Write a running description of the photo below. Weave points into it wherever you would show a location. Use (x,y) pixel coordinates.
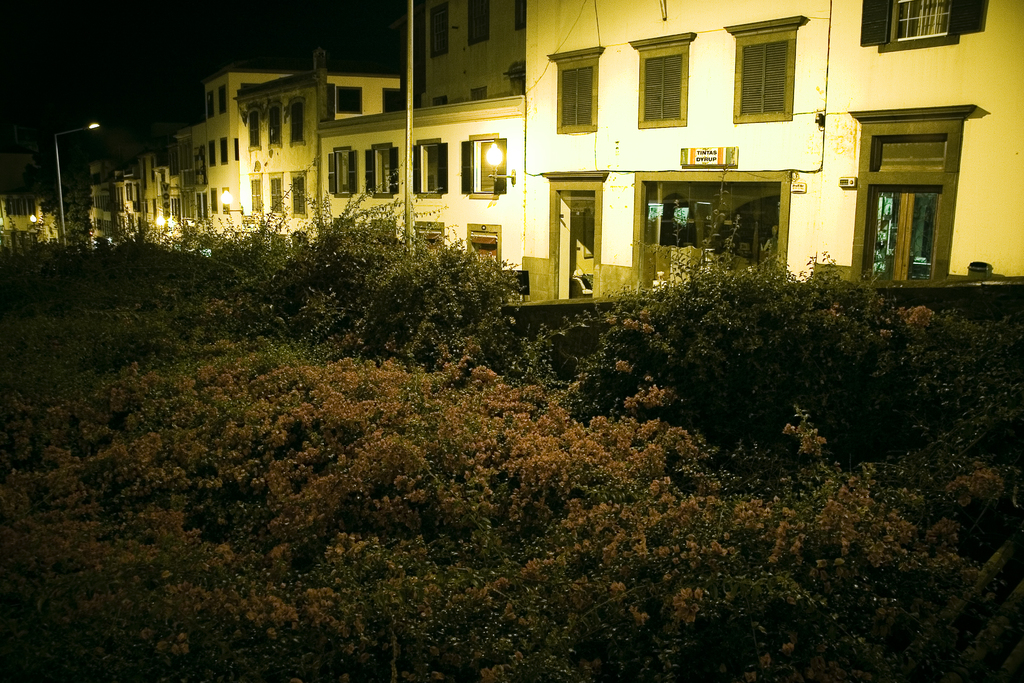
In this image I can see few trees (140,251) which are green and brown in color, few poles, few lights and few buildings (439,153). I can see few windows (887,49) of the buildings (693,203) and the dark sky (259,25) in the background (179,50).
